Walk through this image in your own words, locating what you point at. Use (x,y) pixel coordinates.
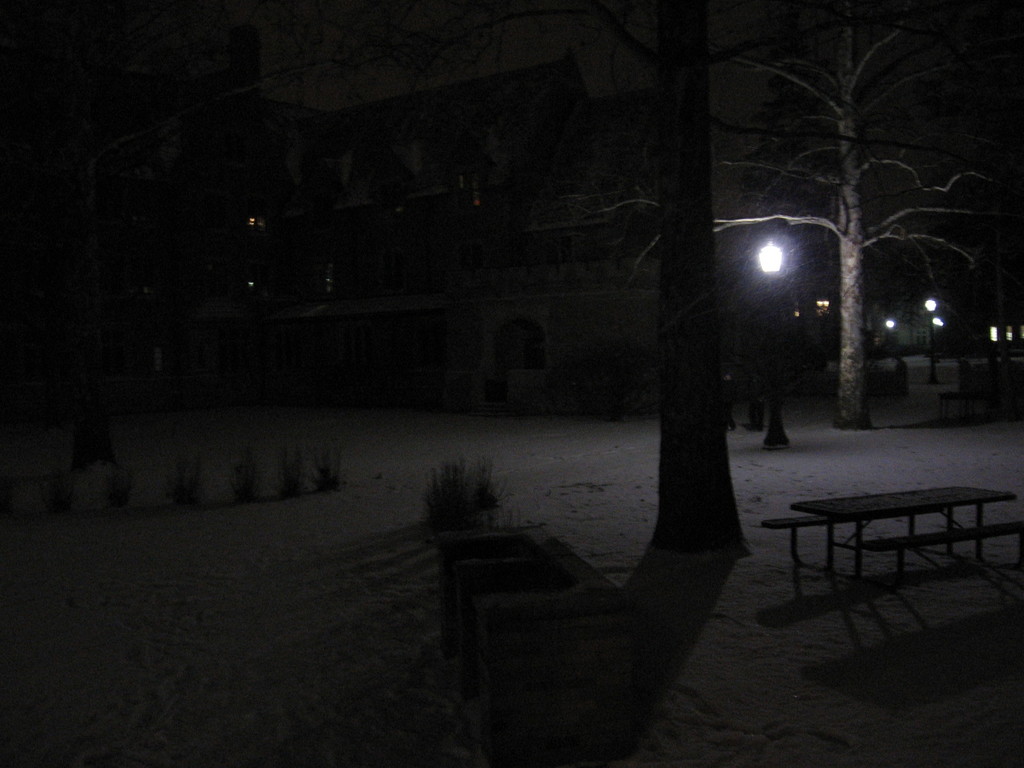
In this picture there is a building (490,206) and there are trees (941,230) and street lights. At the top (340,108) there is sky (307,37). At the bottom (243,657) there are benches (997,528) and plants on the snow (231,508) and there are might be two people (733,406) walking.
